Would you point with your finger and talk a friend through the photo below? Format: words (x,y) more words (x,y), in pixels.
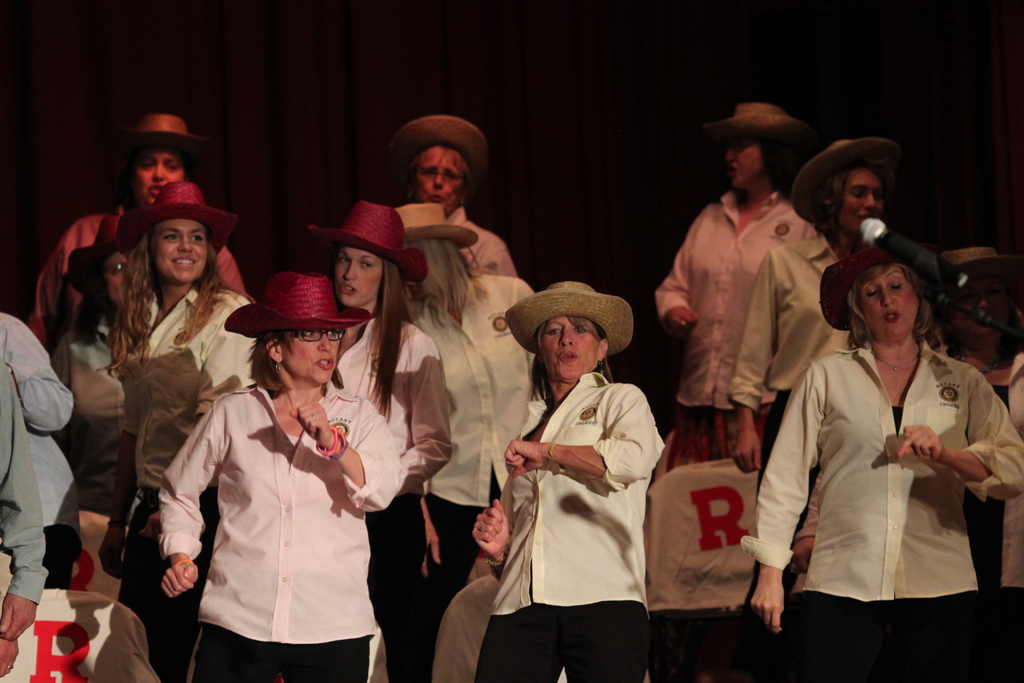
In the foreground (482,485), I can see a group of people (458,416) are wearing hats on their head (888,314) and I can see chairs (652,557). In the background (944,243), I can see a dark color. This picture might be taken during night.
